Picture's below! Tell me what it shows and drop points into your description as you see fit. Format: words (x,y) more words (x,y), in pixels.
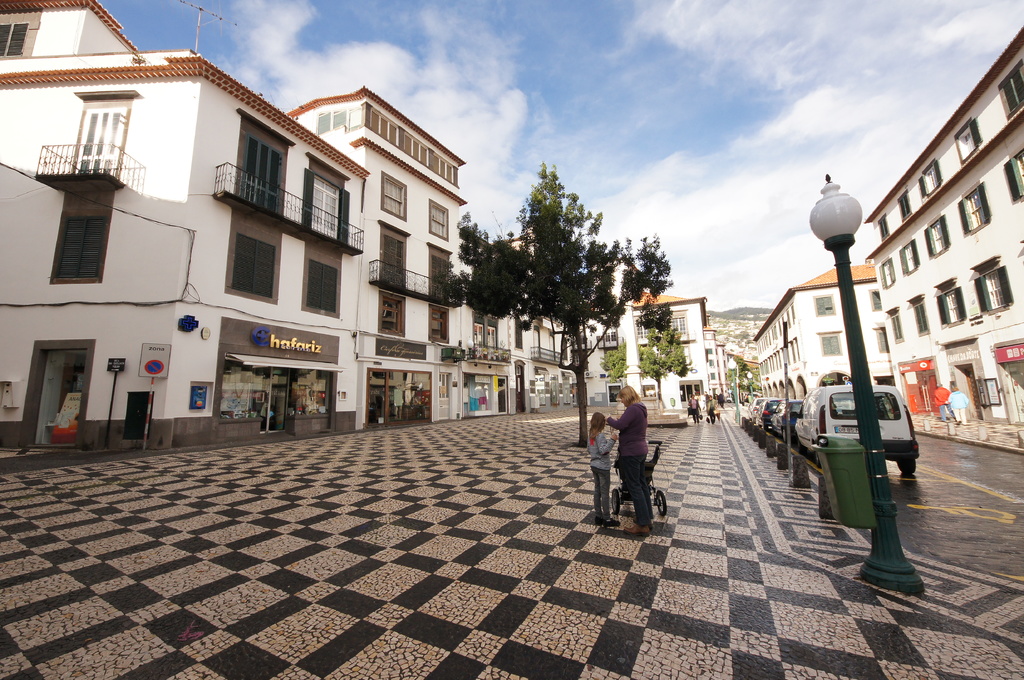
In this image, there are a few buildings (870,326). We can see the ground (524,416) with some objects (786,448). We can see some boards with text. There are a few poles (737,394). We can see a container (833,447) attached to one of the poles (853,202). There are a few people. We can see a baby trolley (651,462). We can see some hills (759,316) and the sky (762,300) with clouds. We can see some sign boards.
